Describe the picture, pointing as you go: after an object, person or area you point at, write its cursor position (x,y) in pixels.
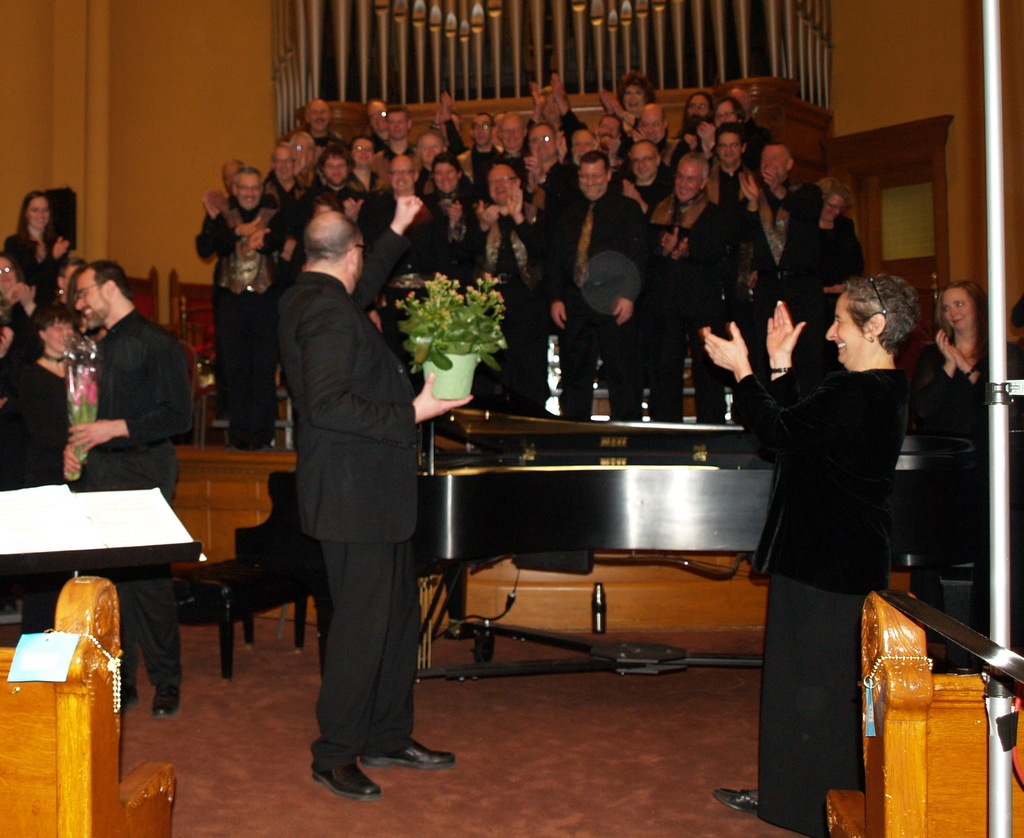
In the image we can see group of persons (742,236) were standing. In the center (402,391) the man (399,380) holding plant pot (432,291). In the background (864,67) there is a wall (166,92).
